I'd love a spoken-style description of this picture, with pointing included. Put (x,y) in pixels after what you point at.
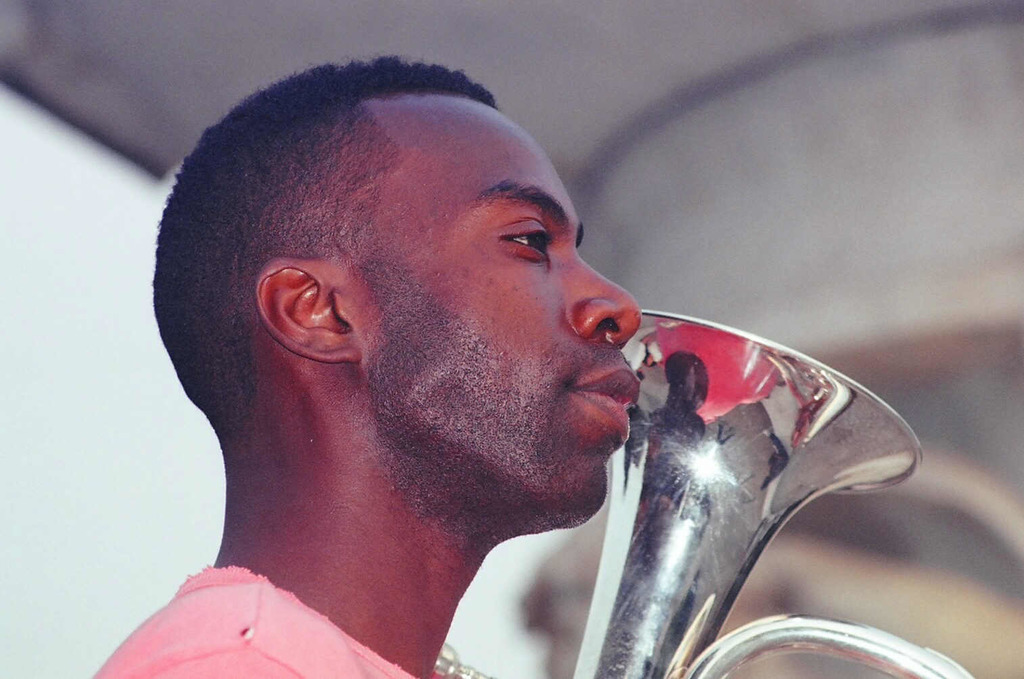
In this image I can see a person (546,271) standing and facing towards the right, holding a brass horn (728,562) I can see the top portion of it. The background (904,136) is blurred.
